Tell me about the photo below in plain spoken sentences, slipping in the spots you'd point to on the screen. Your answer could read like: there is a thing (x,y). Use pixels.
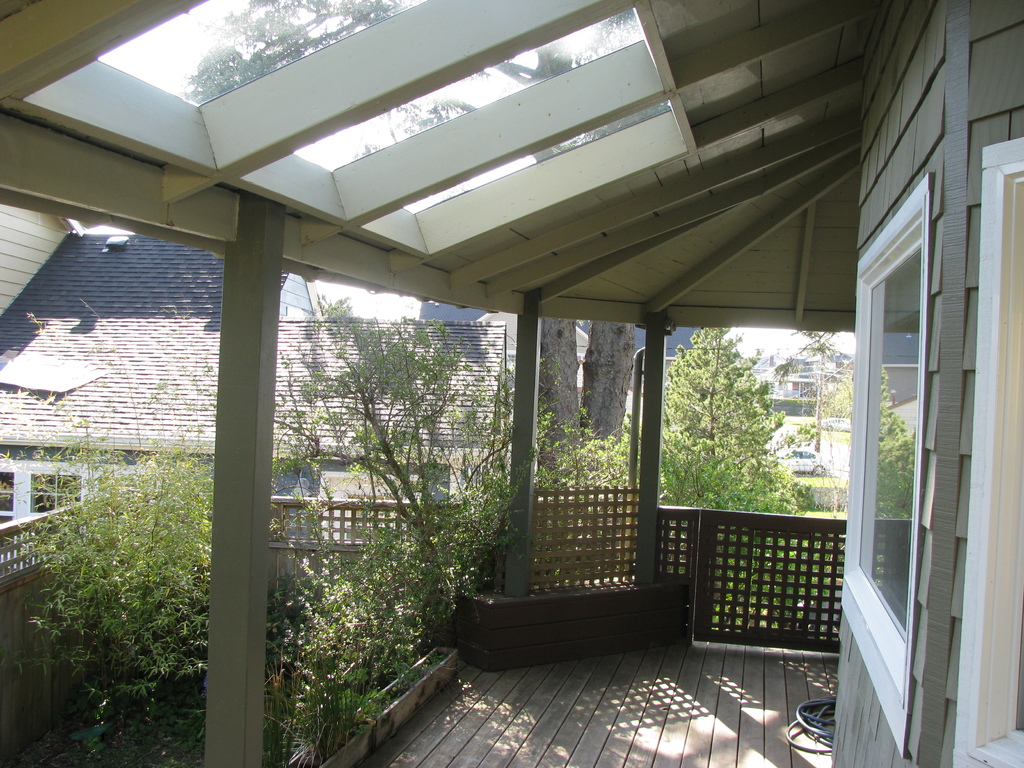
In this picture I can see there is a building (981,433) on to right (934,334) and there is another building (176,384) on to left (306,429) and there are few plants (279,745) and there is a door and windows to the building (403,53) and there are trees (364,18) in the backdrop (403,116).
